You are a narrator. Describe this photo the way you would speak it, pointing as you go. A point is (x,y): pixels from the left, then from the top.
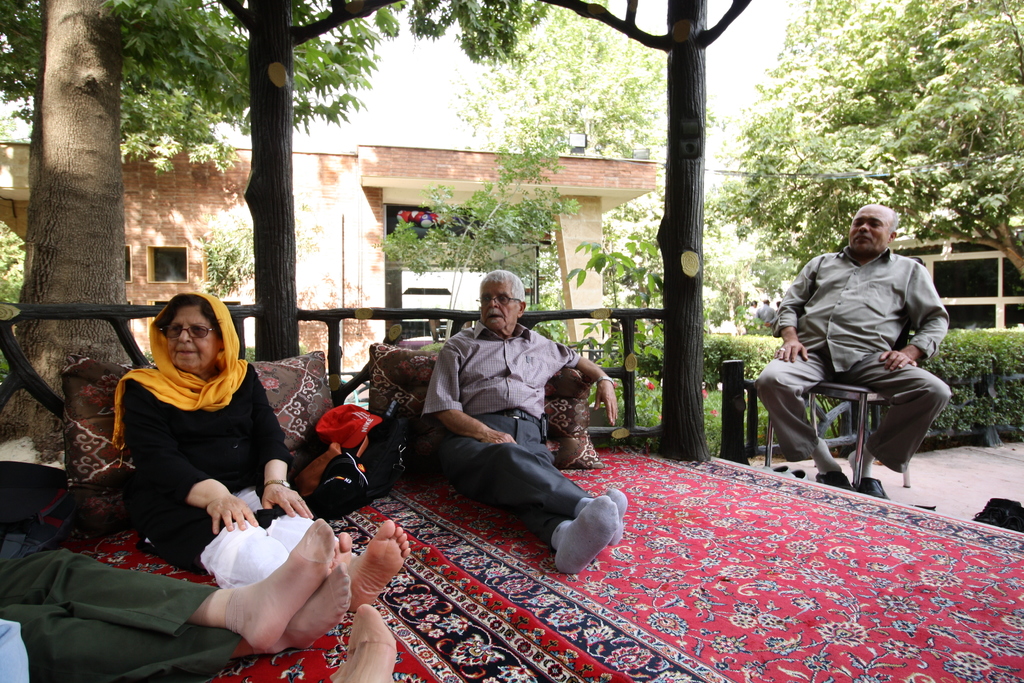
At the bottom of the image (667,587) there is a bed (630,638) and we can see people (265,486) sitting on the bed (331,664). There are cushions (370,388). On the right (814,372) we can see a man (802,385) sitting on the stool (859,430). In the background (497,185) there is a building (220,207), trees (616,244) and fence (996,391).
